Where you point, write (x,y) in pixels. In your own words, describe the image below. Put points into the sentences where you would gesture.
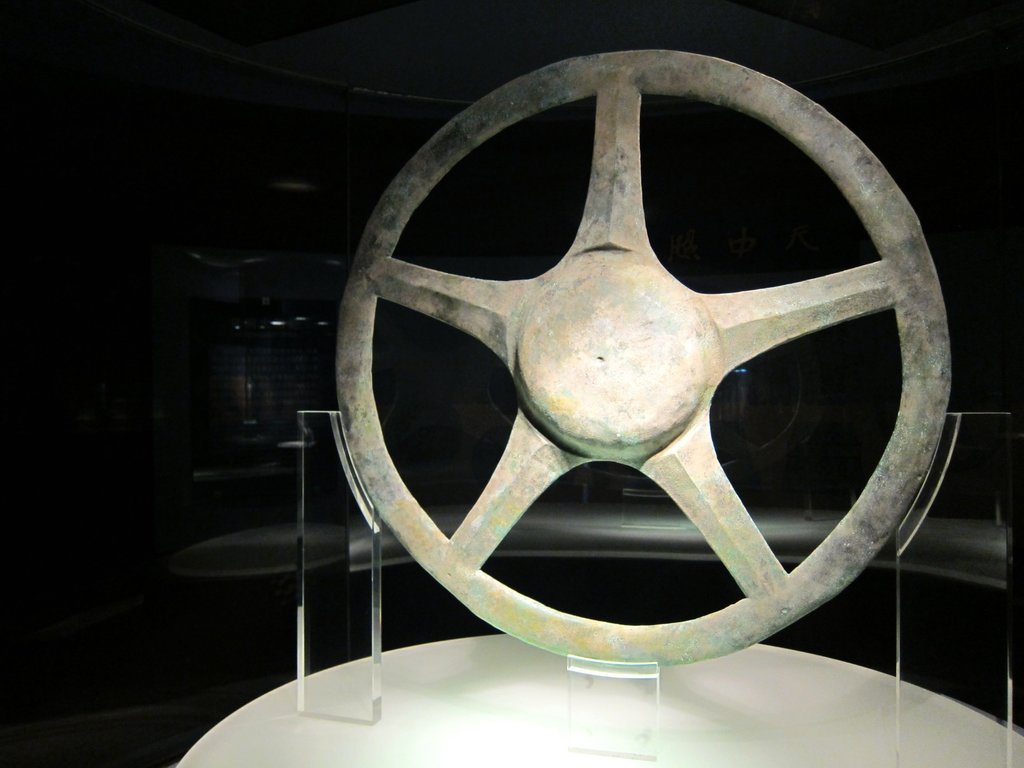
In this image I can see the steering (510,599) on the glass stands (588,702). These are on the white color surface (564,726).
